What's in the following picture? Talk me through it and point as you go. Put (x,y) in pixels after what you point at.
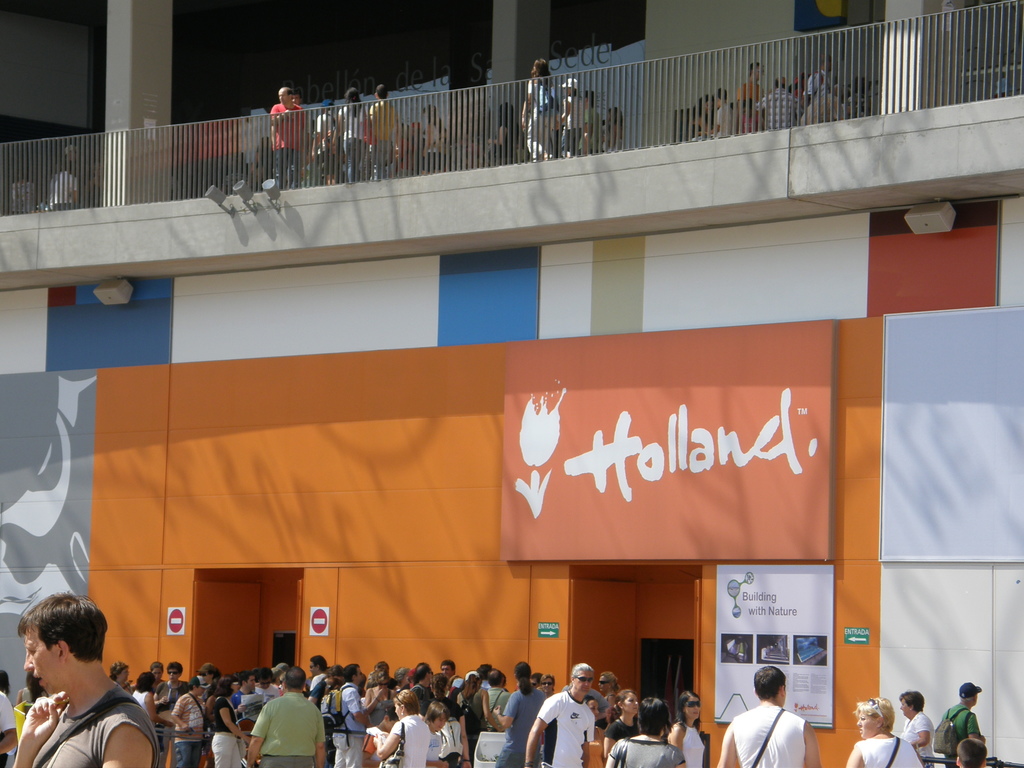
In this image we can see a group of people (723,744) standing on the ground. One person (350,718) is carrying a bag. In the center of the image (609,410) we can see the building (604,642) with doors (626,646), sign board (670,505) with some text (805,679), speakers (114,296) on the wall (191,285). In the background (222,190), we can see some lights (239,193), pillars (129,83) and a metal railing (945,82).
